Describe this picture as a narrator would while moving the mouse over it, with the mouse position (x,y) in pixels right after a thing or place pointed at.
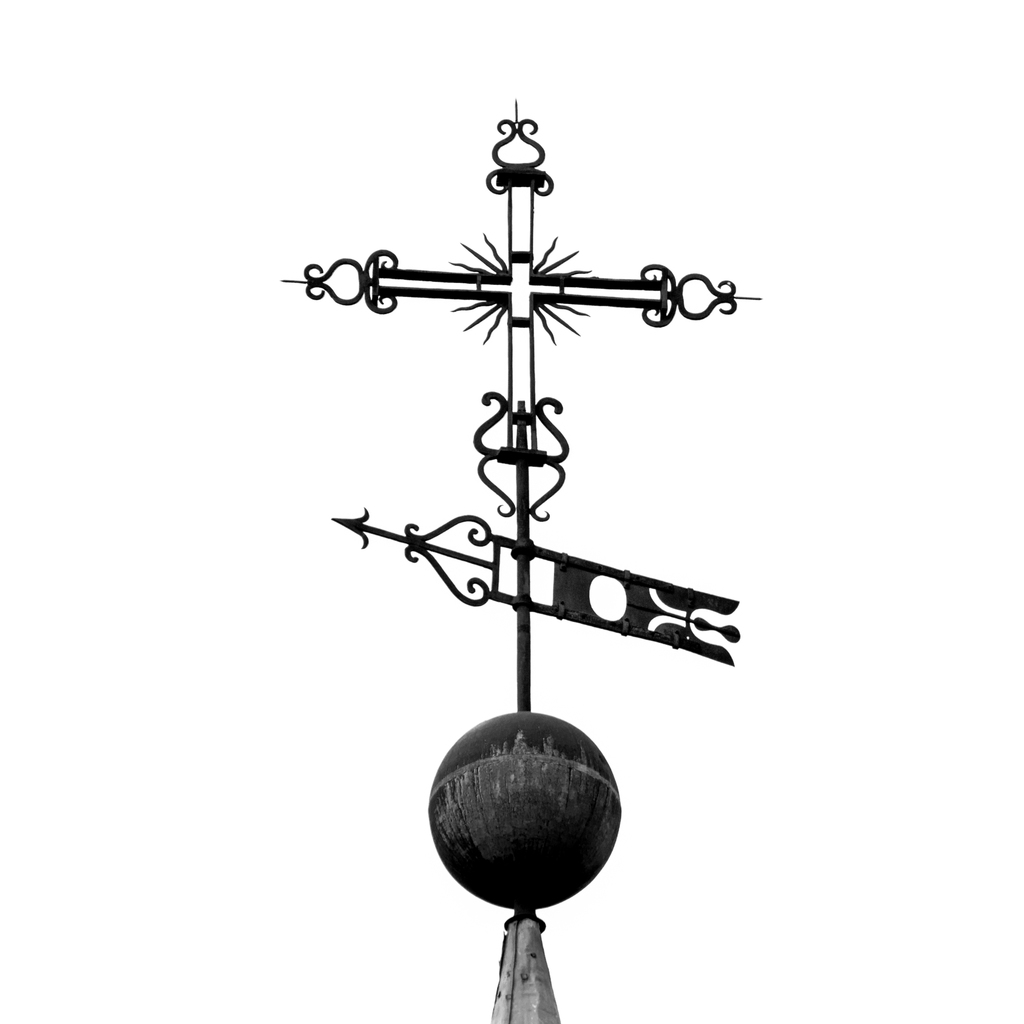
In this image at the bottom (508,826) there is a ball (526,798) and at the top (482,303) there is the pointer direction (571,600) made up of metal (486,479).
